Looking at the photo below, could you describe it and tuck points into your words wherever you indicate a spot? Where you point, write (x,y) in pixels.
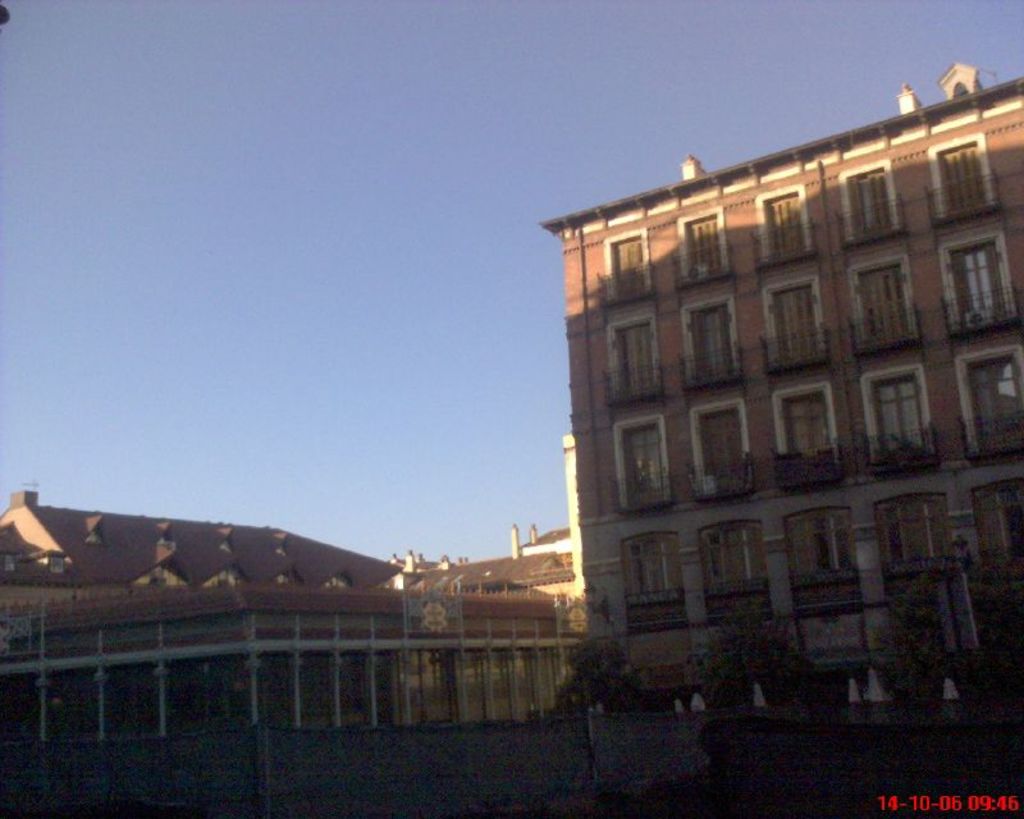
In this image there are buildings (523,640) and trees (936,634). At the bottom (506,755) there is a wall (344,775). In the background (381,431) there is sky (372,155).
